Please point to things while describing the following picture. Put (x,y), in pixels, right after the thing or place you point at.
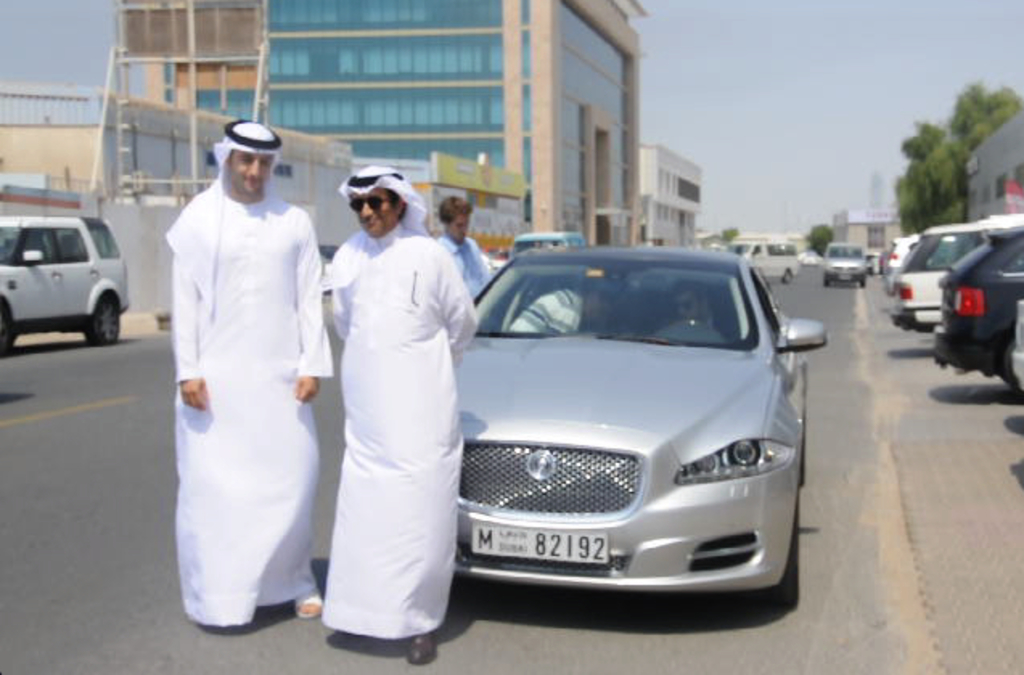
In this image I can see a few people (206,330) standing and vehicles (49,248) on the road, behind there are few buildings (187,157), trees (948,171), at the top (942,115) I can see the sky (856,158).
